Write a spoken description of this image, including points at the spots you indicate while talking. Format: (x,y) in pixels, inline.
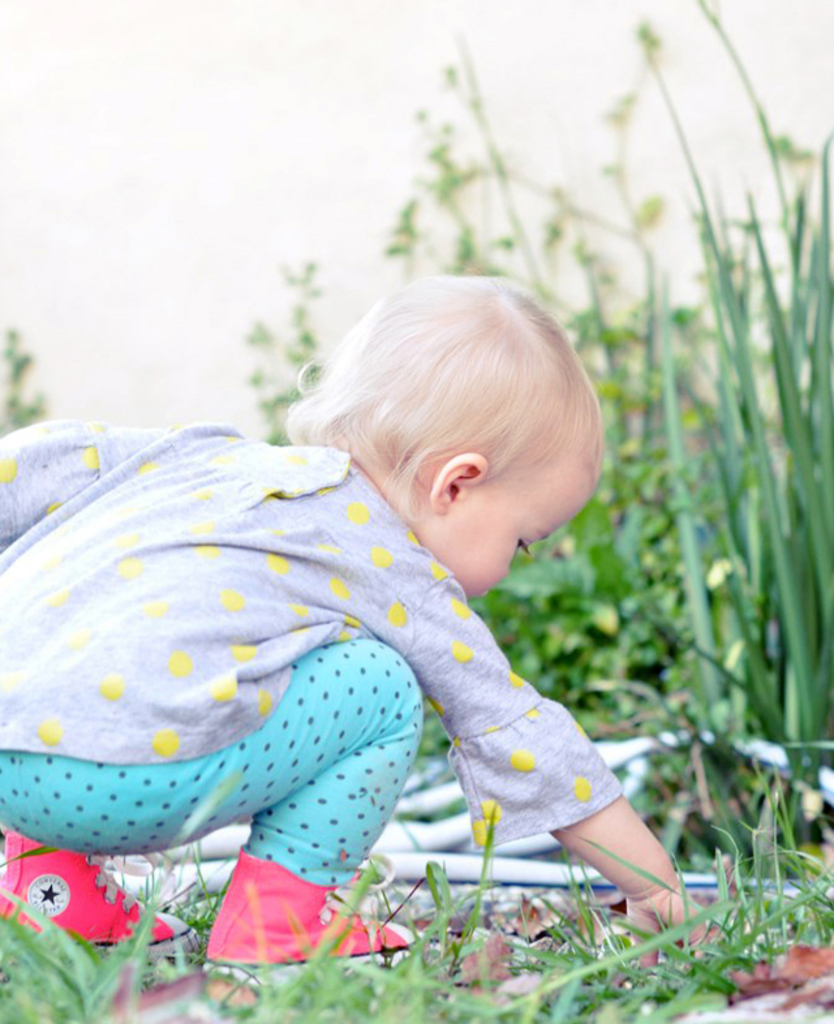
In this picture we can see a child (355,941) on the ground (402,985), here we can see dried leaves (528,989), grass (500,986) and some objects (525,865) and in the background (743,853) we can see plants (788,719), wall (676,55).
